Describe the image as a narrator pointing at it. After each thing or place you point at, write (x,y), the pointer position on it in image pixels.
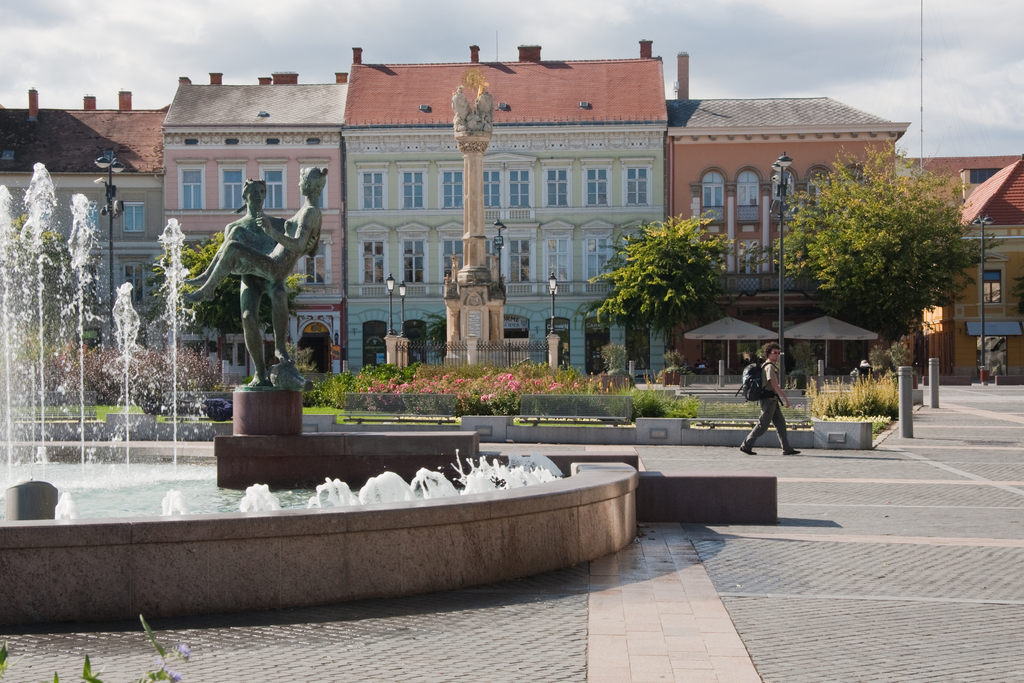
In this image we can see fountain (332,467). In the middle of the fountain (513,483) one statue (266,268) is present. Background of the image (310,140) buildings (567,203), plants (529,380), trees (699,248), poles (783,174) are present. In front of the building (516,285) one pillar (466,252) is there. The sky (557,47) is covered with clouds (300,44).
